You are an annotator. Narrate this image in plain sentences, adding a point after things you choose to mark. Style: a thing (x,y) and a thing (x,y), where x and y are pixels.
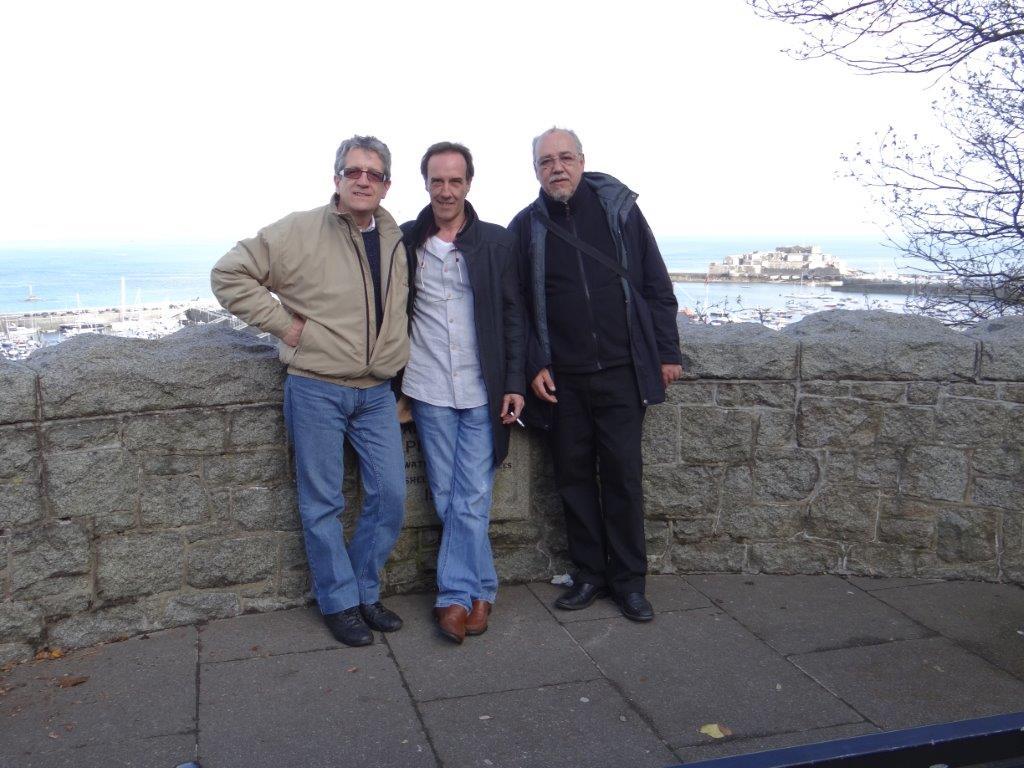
In this picture there are three persons (629,527) standing at the wall (974,416). At the back (80,257) there are buildings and there is water (73,268). At the top (350,102) there is sky (539,95). On the right side of the image (945,5) there is a tree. In the bottom right (958,725) there is a railing (950,738).
